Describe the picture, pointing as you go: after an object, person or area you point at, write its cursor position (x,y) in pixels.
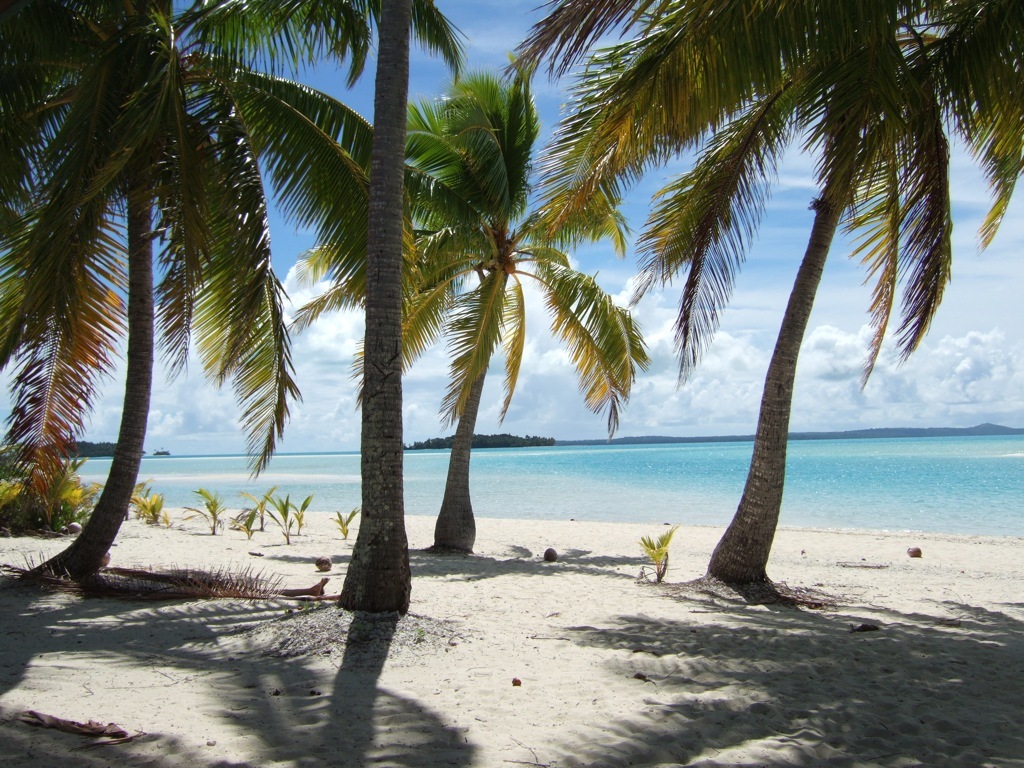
This picture might be taken on the sea shore (738,703). In this picture, we can see some trees (220,342), plants (345,525) and water (910,495) in a ocean (929,492), mountains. On top (789,211) there is a sky (644,221), at the bottom (641,687) there is a sand (250,657).
